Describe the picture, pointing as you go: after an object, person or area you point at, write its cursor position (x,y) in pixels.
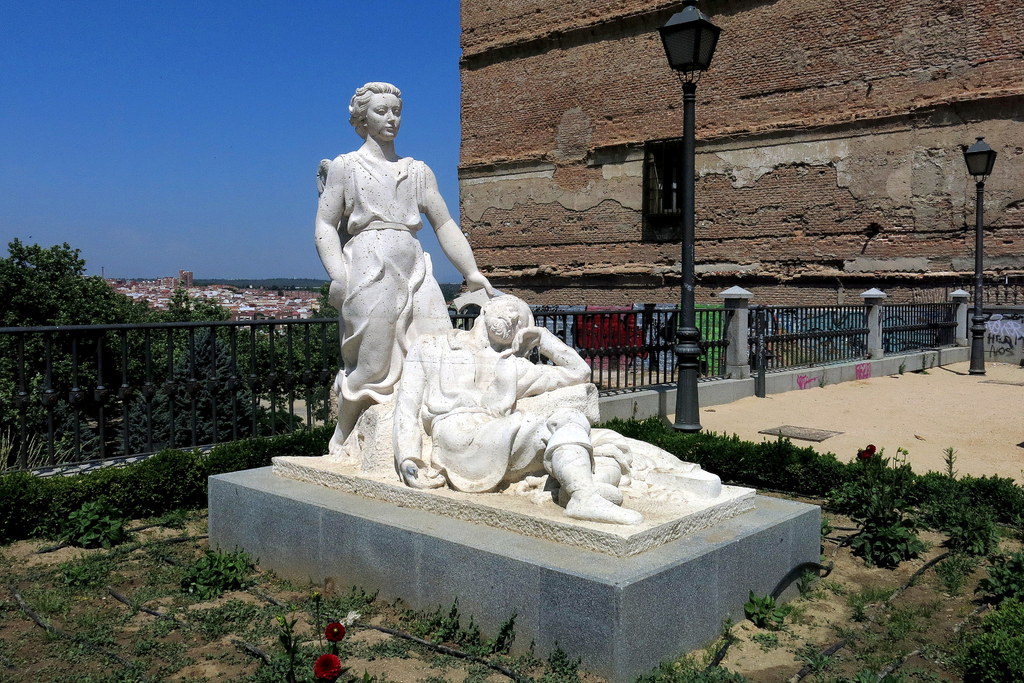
In this image in the center (408,356) there are sculptures (412,172), and in the background (17,380) there is a railing (746,330), poles (700,47), buildings (312,307), trees (208,307). And at the bottom (159,585) there is grass (772,613) and sand (952,370), at the top (177,125) there is sky (177,125).
